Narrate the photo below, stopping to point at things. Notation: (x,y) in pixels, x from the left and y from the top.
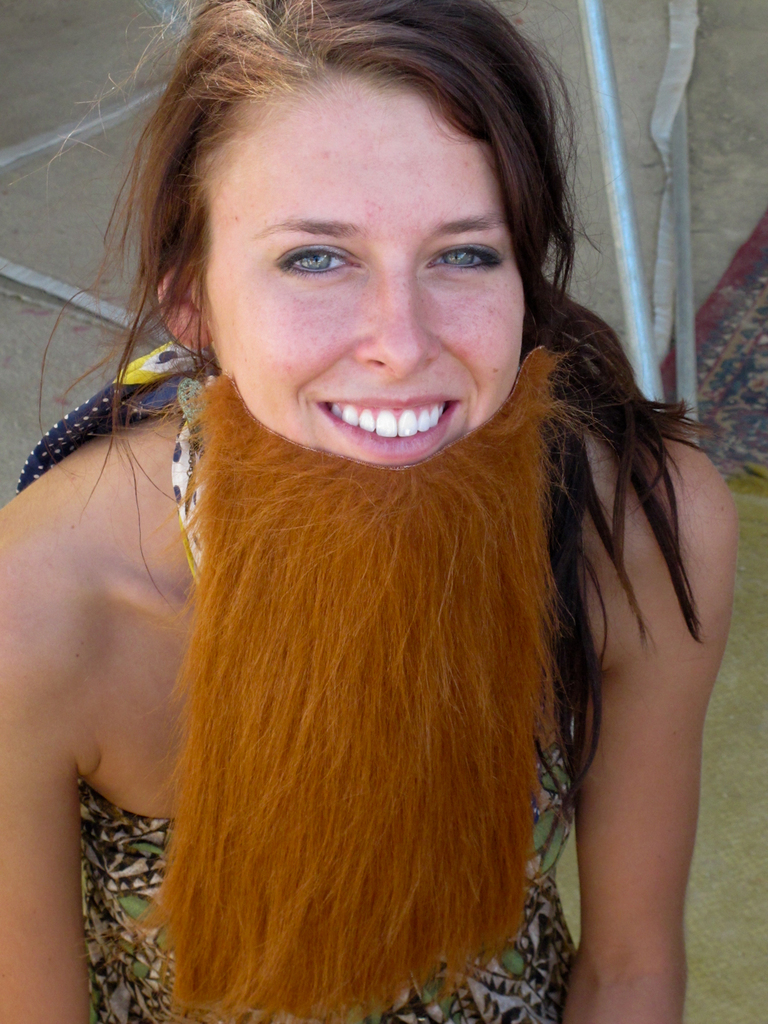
Here in this picture we can see a woman (332,214) sitting over a place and we can see she is wearing a fake beard (215,437) and smiling.
